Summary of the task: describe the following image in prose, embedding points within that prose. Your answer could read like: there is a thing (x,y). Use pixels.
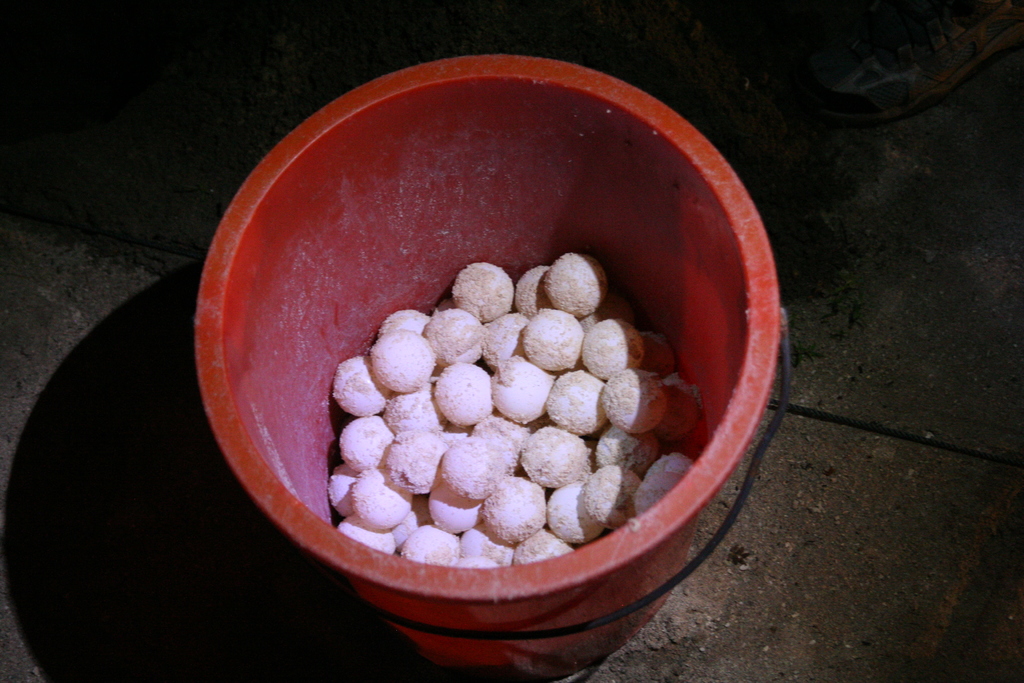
In the center of the image (462,391) we can see the round white color food items (547,356) in a red color dustbin (604,196) which is on the road (740,591).
